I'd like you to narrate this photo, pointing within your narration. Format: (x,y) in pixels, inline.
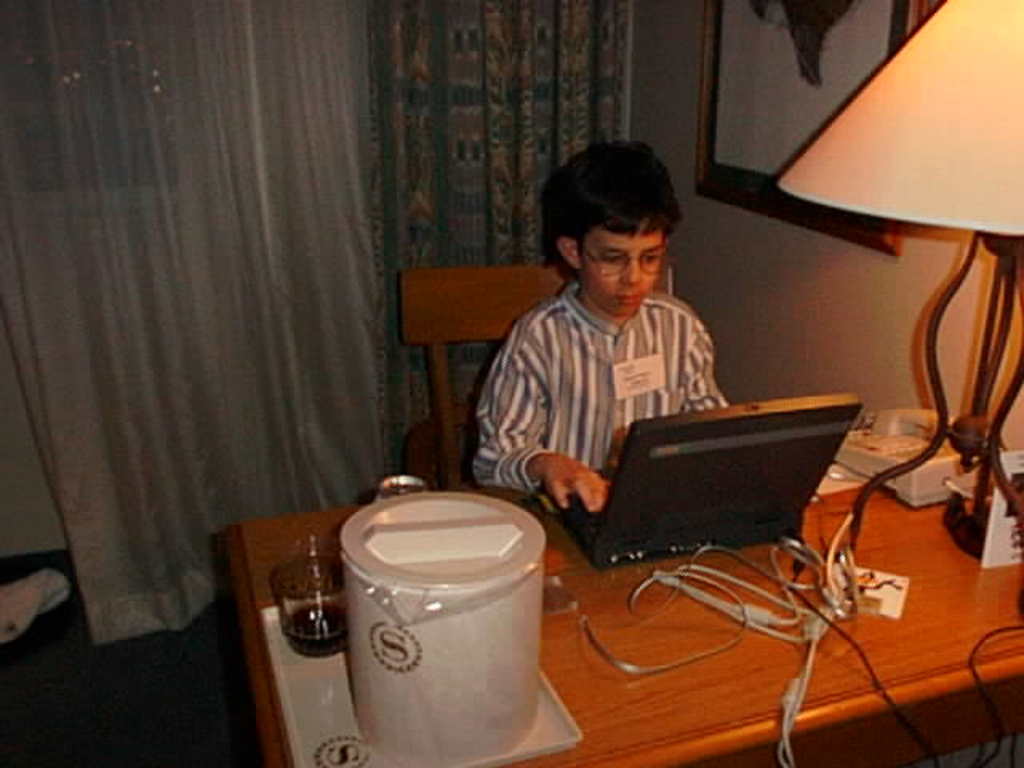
In this image we can see a person (556,498) who is sitting in front of the table (329,541) on which there is a screen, telephone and some other things (451,580) and to the side there is a frame (770,105) to the wall (747,300) and behind there are two curtains (622,60) to the wall (757,331).
